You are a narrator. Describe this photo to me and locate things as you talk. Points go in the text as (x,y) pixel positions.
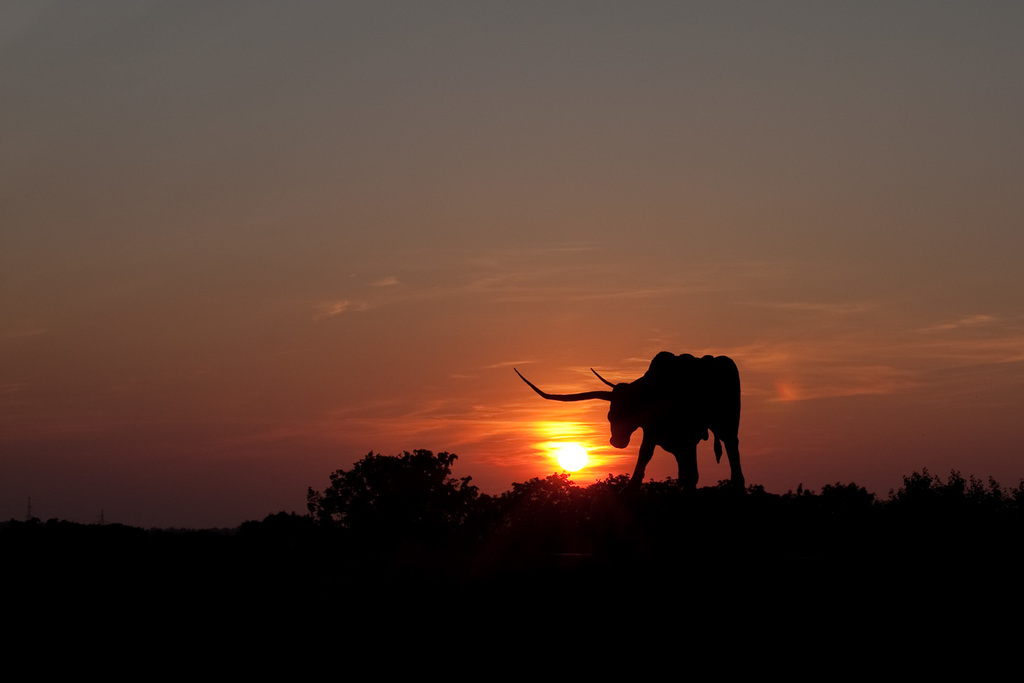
This picture is dark, we can see an animal (676,449) on the surface (640,609) and trees (405,510). In the background (552,473) we can see sky (416,312).
